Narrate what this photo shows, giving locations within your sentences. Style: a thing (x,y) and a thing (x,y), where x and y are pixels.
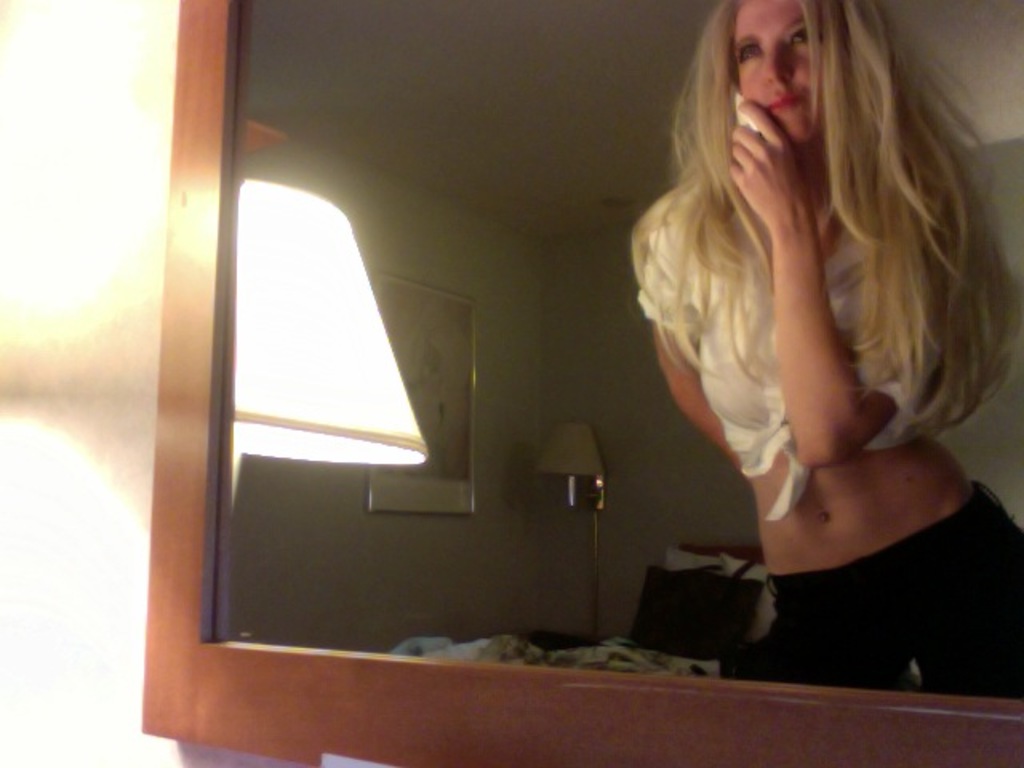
In this mirror (616,173) there is a reflection (726,265) of a woman (892,414). Picture (458,312) is on the wall (613,466). These are lamps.
